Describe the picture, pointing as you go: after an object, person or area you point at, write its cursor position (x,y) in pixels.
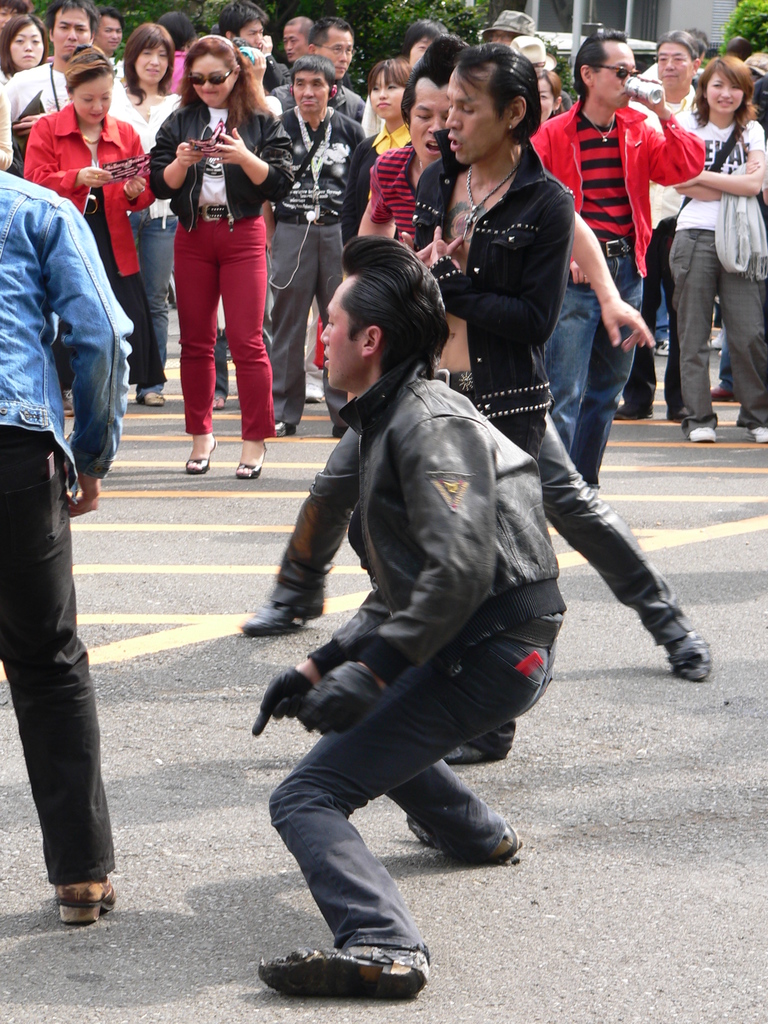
In this image we can see few persons (305,348), some of them are dancing, one person (613,216) is drinking soda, few of them are using mobiles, behind them there is a house (697,8) and some trees (749,13).
